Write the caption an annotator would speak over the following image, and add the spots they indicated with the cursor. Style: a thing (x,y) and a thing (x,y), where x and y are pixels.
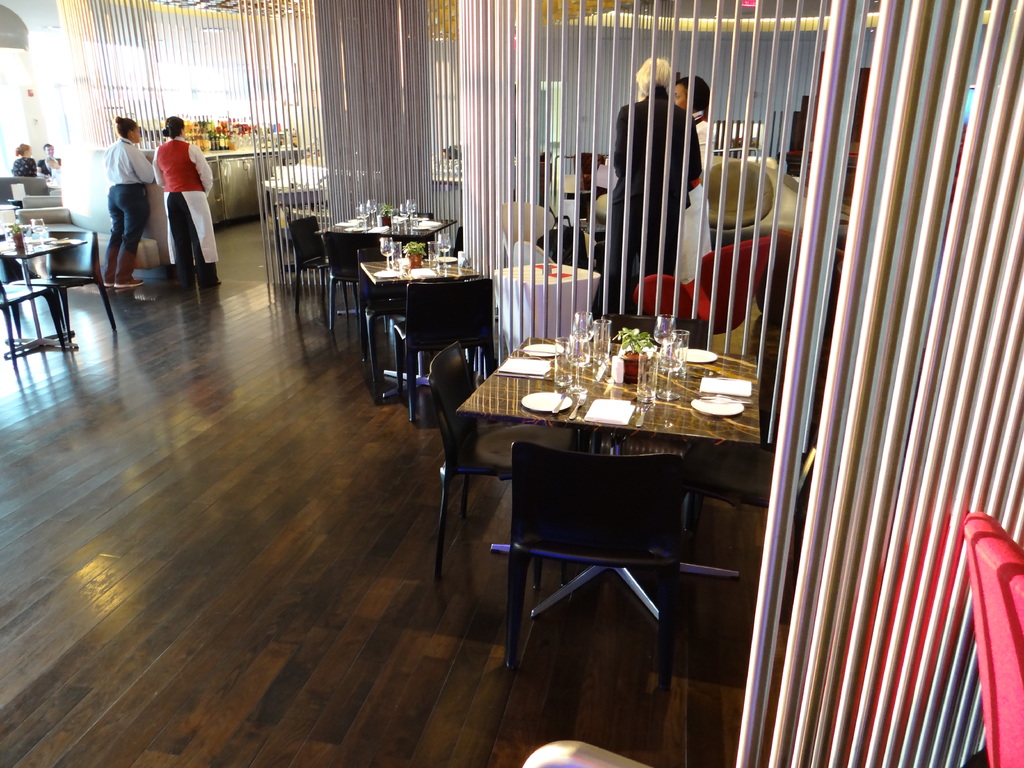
This is wooden floor (270,517). Here we can see chairs (431,301), people (118,223), tables (666,405) and rods (979,345). On these tables (426,265) there are glasses (564,376), plates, plants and things (733,388).
